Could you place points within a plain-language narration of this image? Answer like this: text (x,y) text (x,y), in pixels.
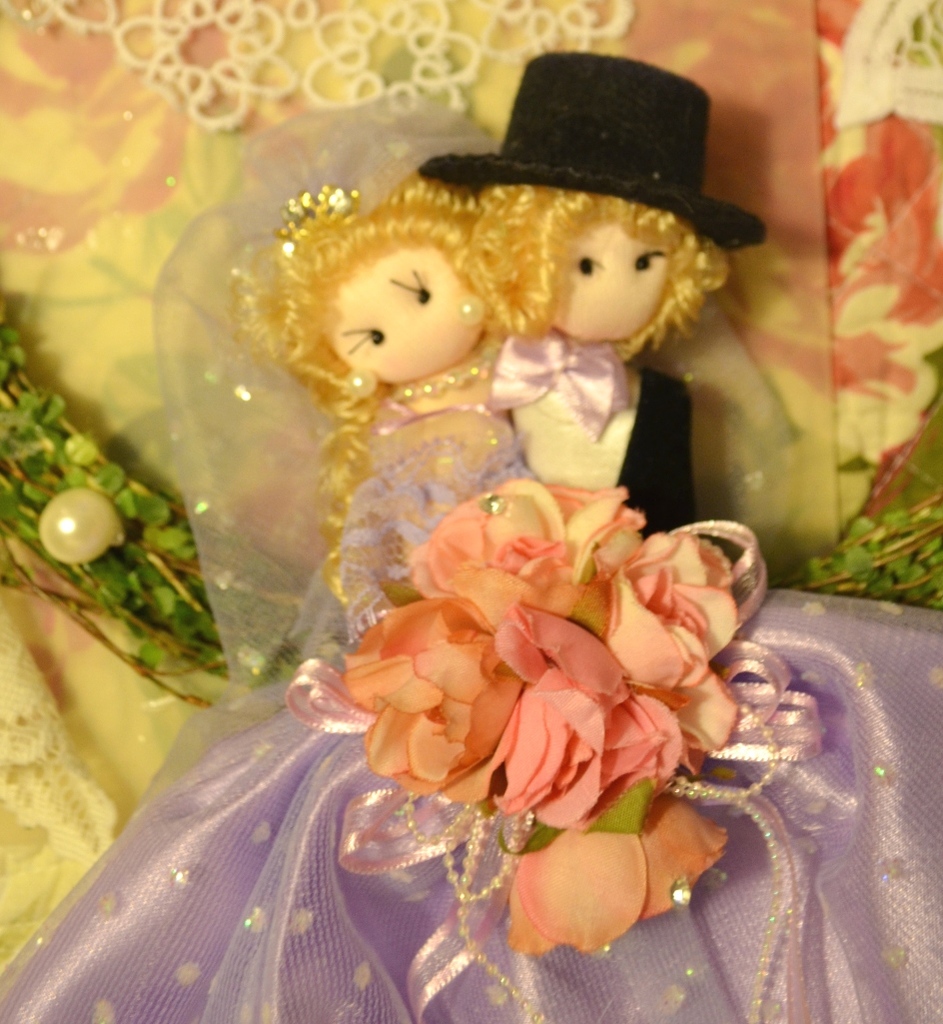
In the center of the image (620,604), there is a figurine (656,229).
